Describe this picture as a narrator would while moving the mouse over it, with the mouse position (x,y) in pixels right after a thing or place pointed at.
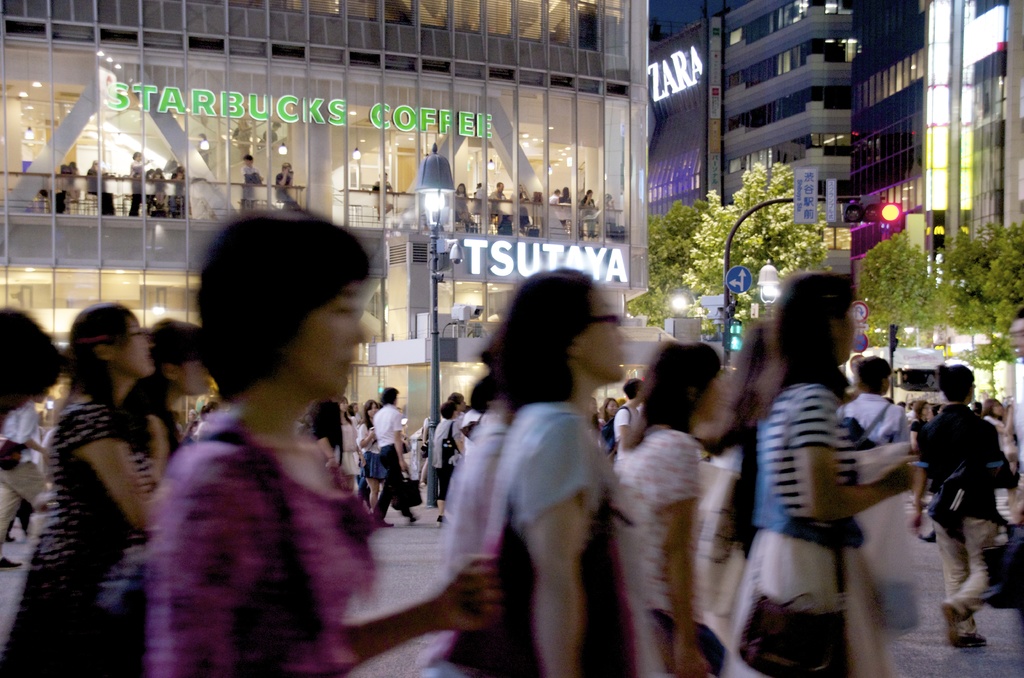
In this image I can see group of people (1023,463) walking, at back (410,339) I can see traffic signal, trees (1013,280) in green color, light poles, a building (570,109) in white color.
